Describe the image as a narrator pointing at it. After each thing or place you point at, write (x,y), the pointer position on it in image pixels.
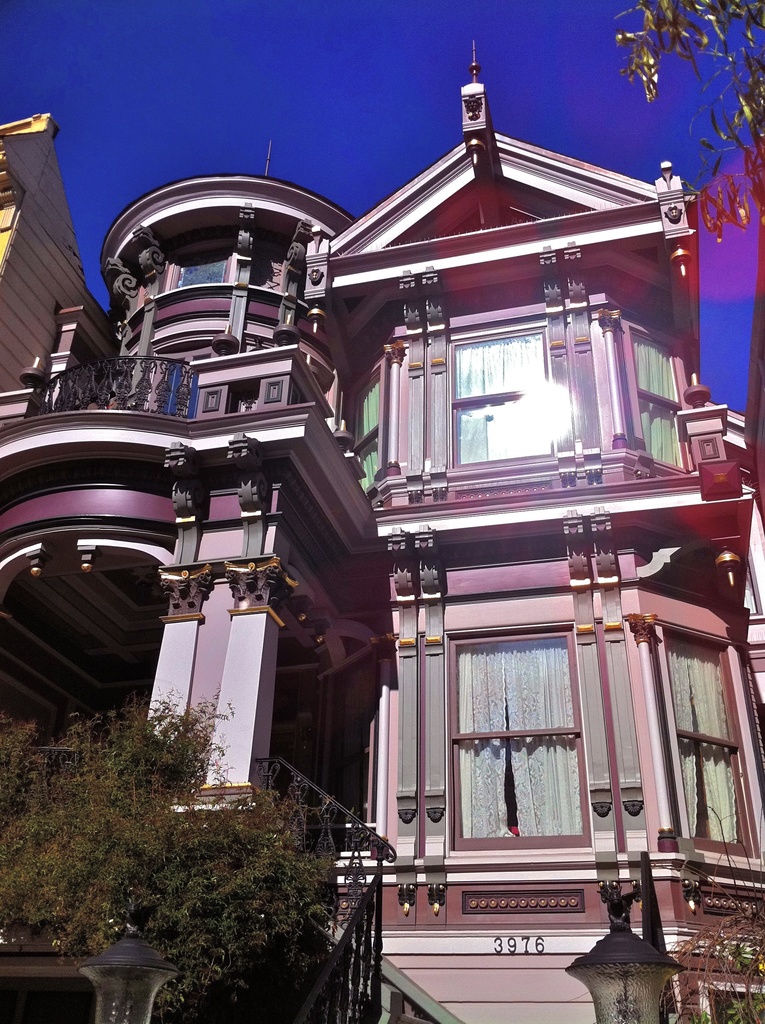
This image consists of a building (458,385) in brown color. At the bottom left (163,885) there is a tree (159,878). To the top (102,143), there is a sky (183,46) in blue color.
